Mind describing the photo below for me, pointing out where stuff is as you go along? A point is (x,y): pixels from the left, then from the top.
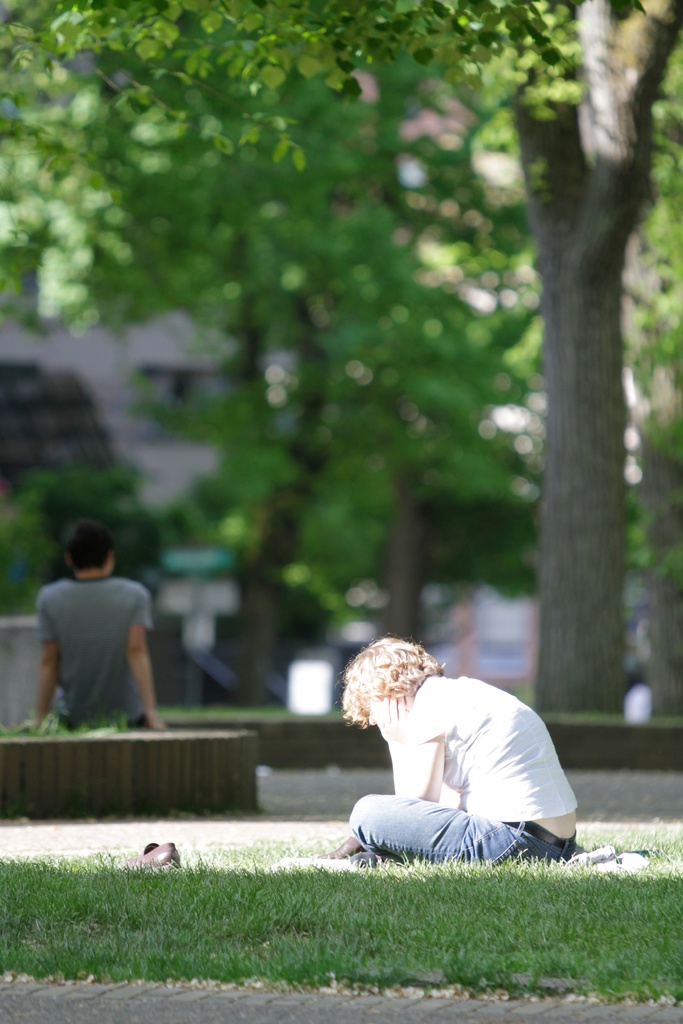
In the image there is a person (444,761) sitting on the grass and a bright sunlight (385,815) is falling on the person (495,840), there are a lot of trees (485,448) around that person (490,754) and on the left side (115,685) some other person (74,683) is sitting on a bench (24,753).
